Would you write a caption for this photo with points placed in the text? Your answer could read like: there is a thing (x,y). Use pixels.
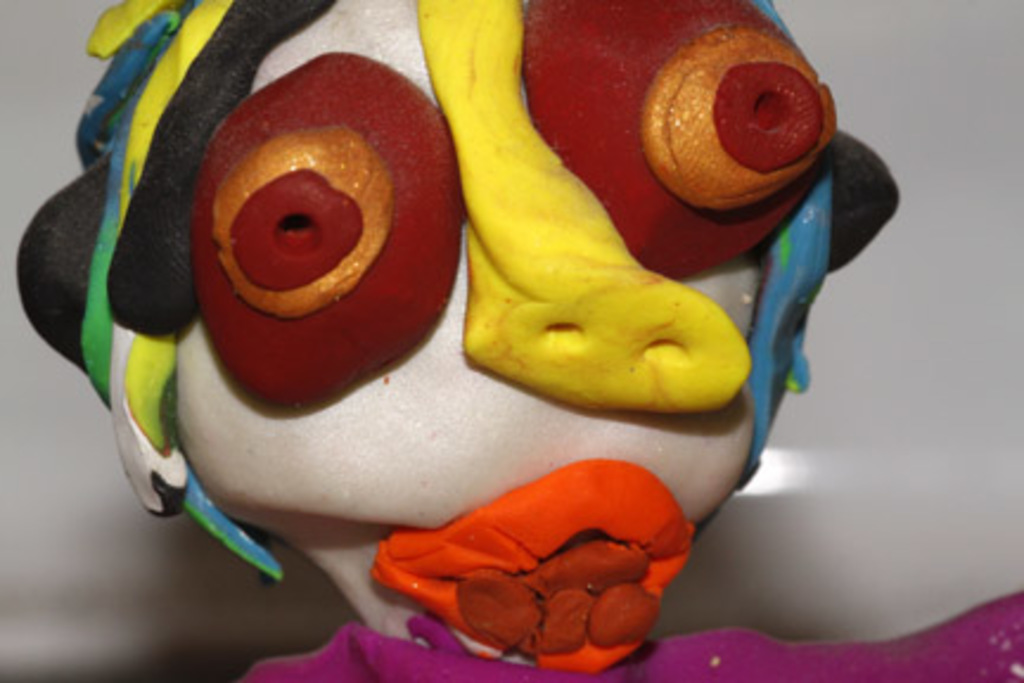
In this image, we can see a toy (603,601) on the white background.
